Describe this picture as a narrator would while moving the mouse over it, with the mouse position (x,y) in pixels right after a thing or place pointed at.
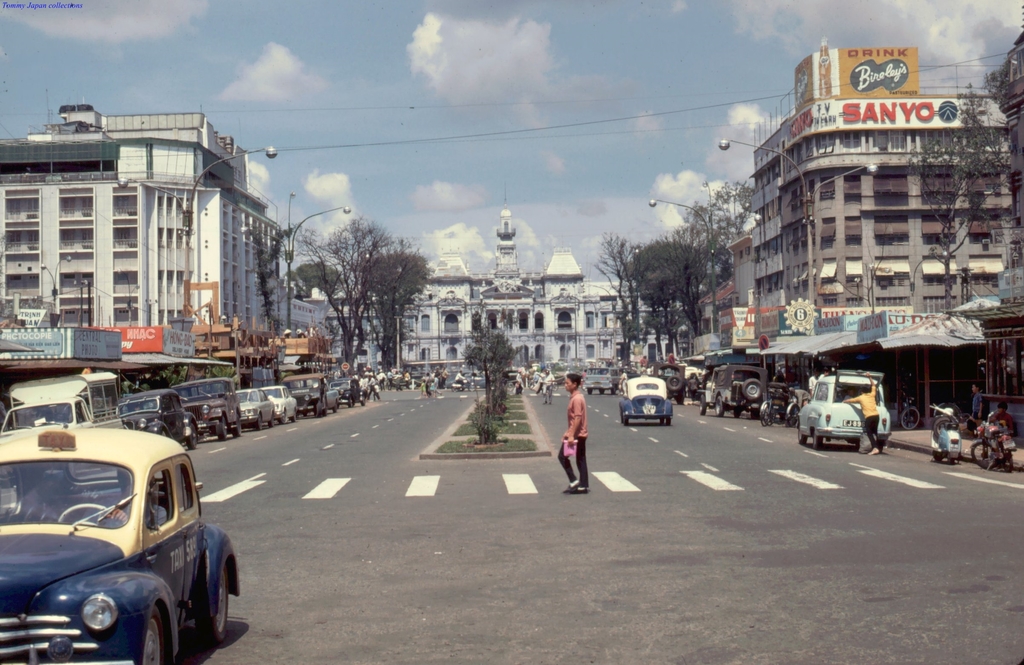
In the image in the center (678,390) we can see few vehicles (224,428) on the road (523,526). And we can see few people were walking on the road (454,402). In the background (421,84) we can see the sky (655,36), clouds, buildings (984,280), trees (956,171), plants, grass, sign boards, banners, poles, road (327,418) etc.
